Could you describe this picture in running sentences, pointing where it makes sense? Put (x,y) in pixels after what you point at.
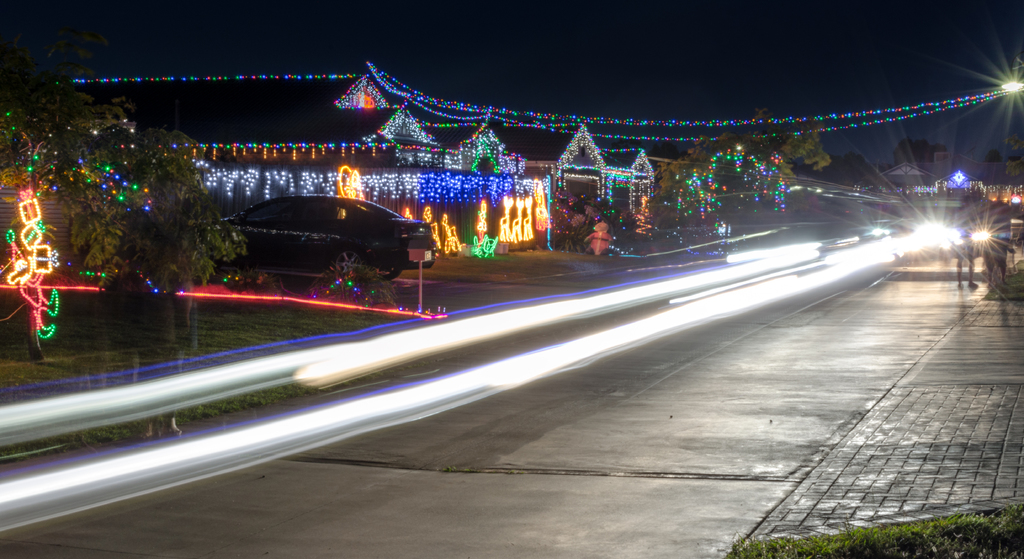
In this picture we can see trees (850,176) and houses (558,136) are decorated beautifully with lights (519,124). We can see lights (214,150), car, grass (301,320), pathway (492,285) and objects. On the right side of the picture (1002,224) people (1000,247) are visible.
